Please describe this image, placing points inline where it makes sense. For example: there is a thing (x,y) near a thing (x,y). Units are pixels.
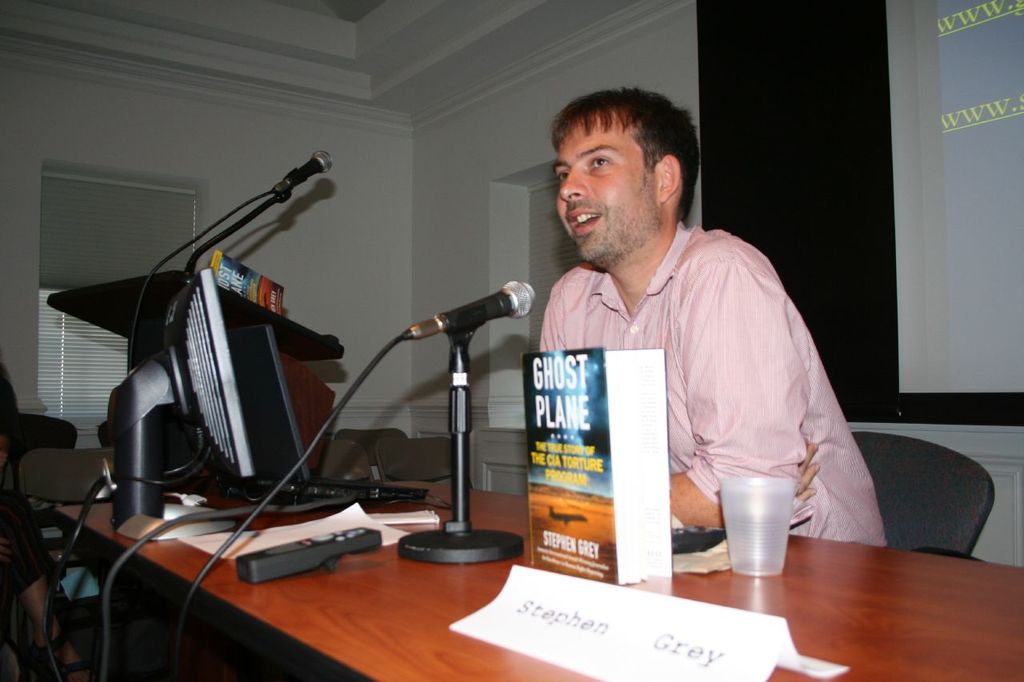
In the given image we can see that a person (639,334) sitting on a chair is talking. This is a book (561,431) glass (735,515), microphone (482,317) and a system (190,386) in front of him.
